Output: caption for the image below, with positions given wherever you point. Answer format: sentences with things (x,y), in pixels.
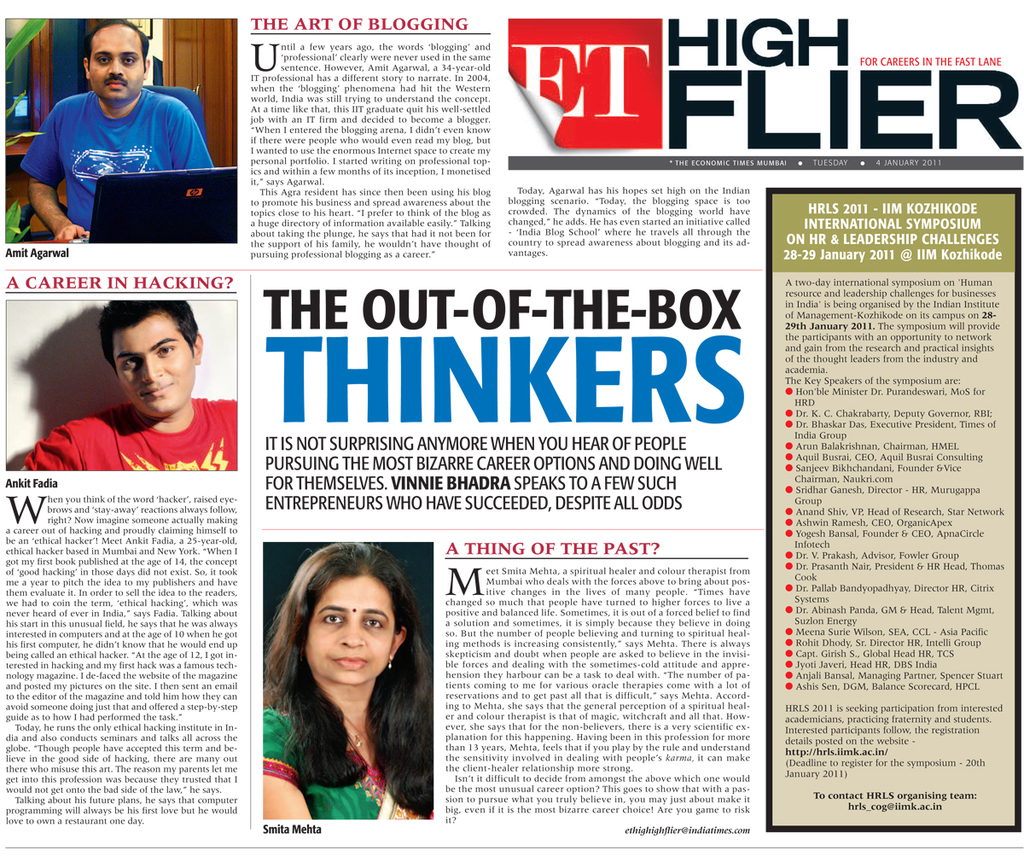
This is a poster (437,501). In this poster (334,637) there are images (115,384) of people (73,154). Also there is something written. In the left top corner (115,111) there is a person (148,121) sitting on a chair (196,116). Also there is a laptop (175,209).
